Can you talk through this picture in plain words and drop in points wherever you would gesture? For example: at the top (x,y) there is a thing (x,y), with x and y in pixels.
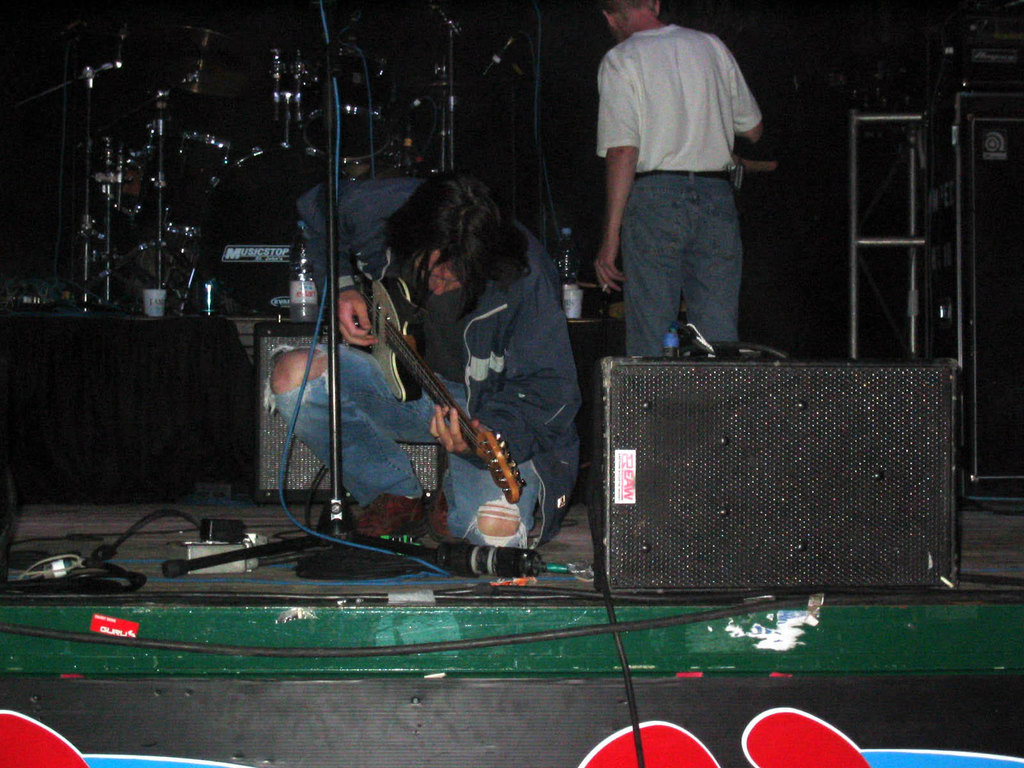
In the image there are two people (611,203). In middle (477,280) there is a man (451,325) holding a guitar (404,350) and playing it, on right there is another man (647,90) who is wearing a white color shirt (652,127) is standing. In background (33,365) there is a table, on table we can see a water bottle (295,289), glass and a cloth (117,383) which is in black color. At bottom (236,525) we can see switch board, microphone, speakers (934,480), wires (143,519).
